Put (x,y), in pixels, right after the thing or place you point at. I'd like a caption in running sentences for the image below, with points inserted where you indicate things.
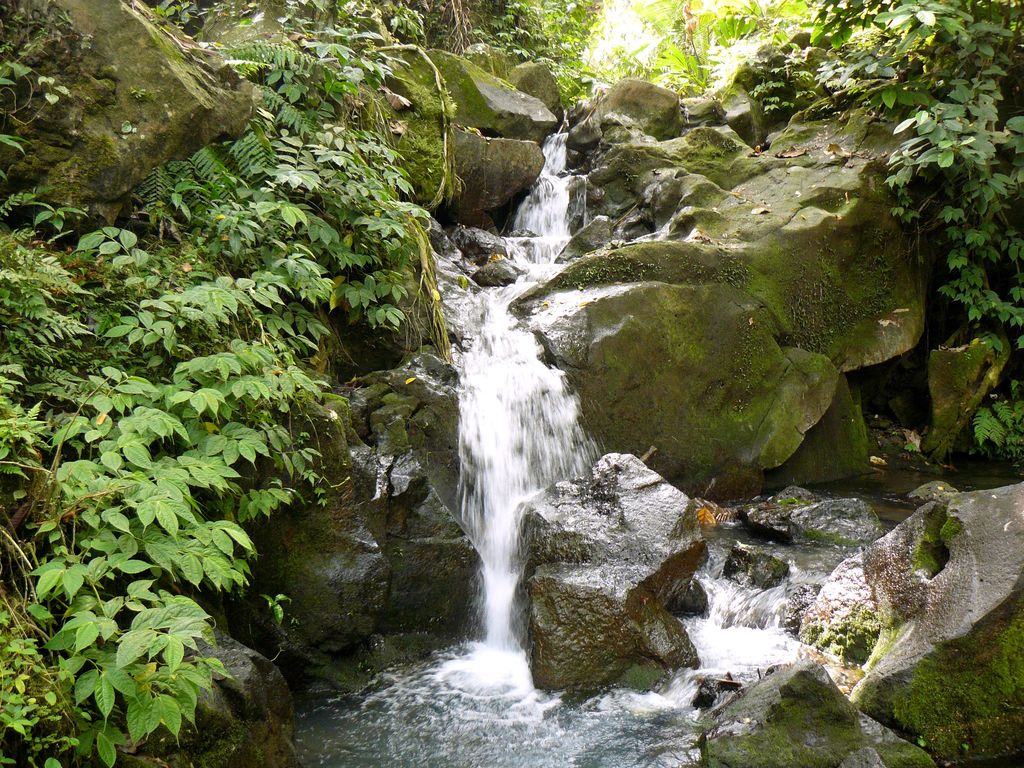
In the image there are many rocks (387,553). In between the rocks (531,525) there is water fall (505,584). And in the image there are many leaves (1019,14) and plants (326,175). At the bottom of the image (544,718) there is water (544,718).
